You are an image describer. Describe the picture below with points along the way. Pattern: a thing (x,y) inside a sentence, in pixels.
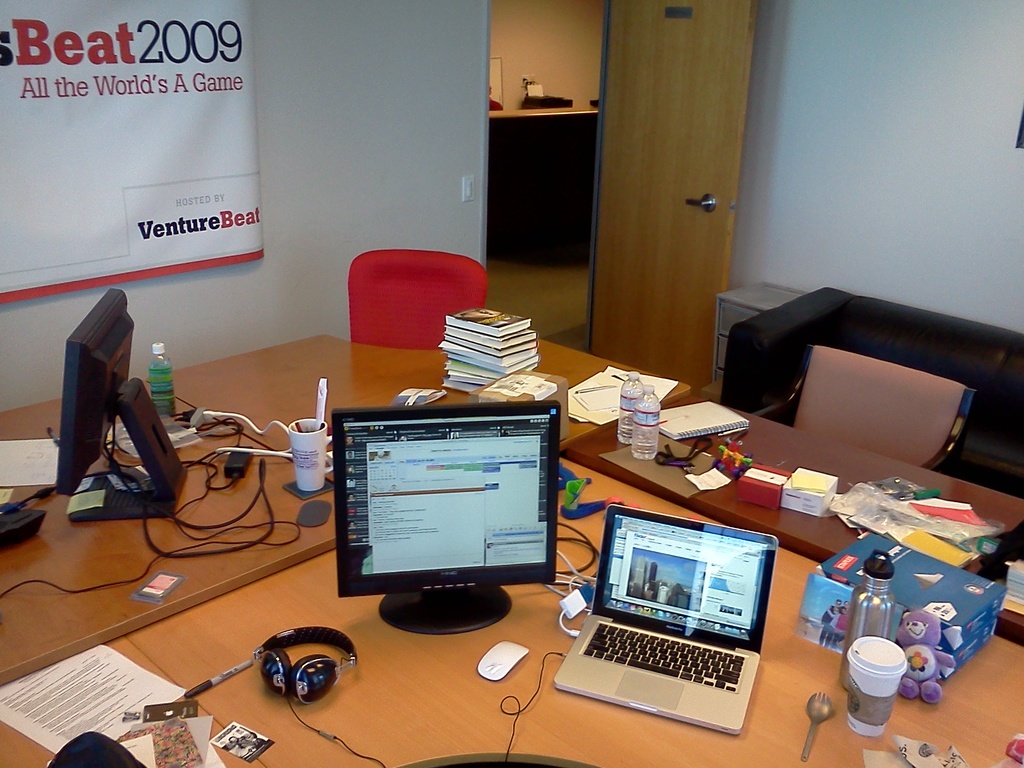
As we can see in the image there is a white color wall (365,122), door (649,26), banner (223,153), sofa (916,361) and table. On table (52,423) there are laptops (661,648), books (493,350), bottles (629,382), papers (618,371), toys (926,654) and glasses (874,690).
